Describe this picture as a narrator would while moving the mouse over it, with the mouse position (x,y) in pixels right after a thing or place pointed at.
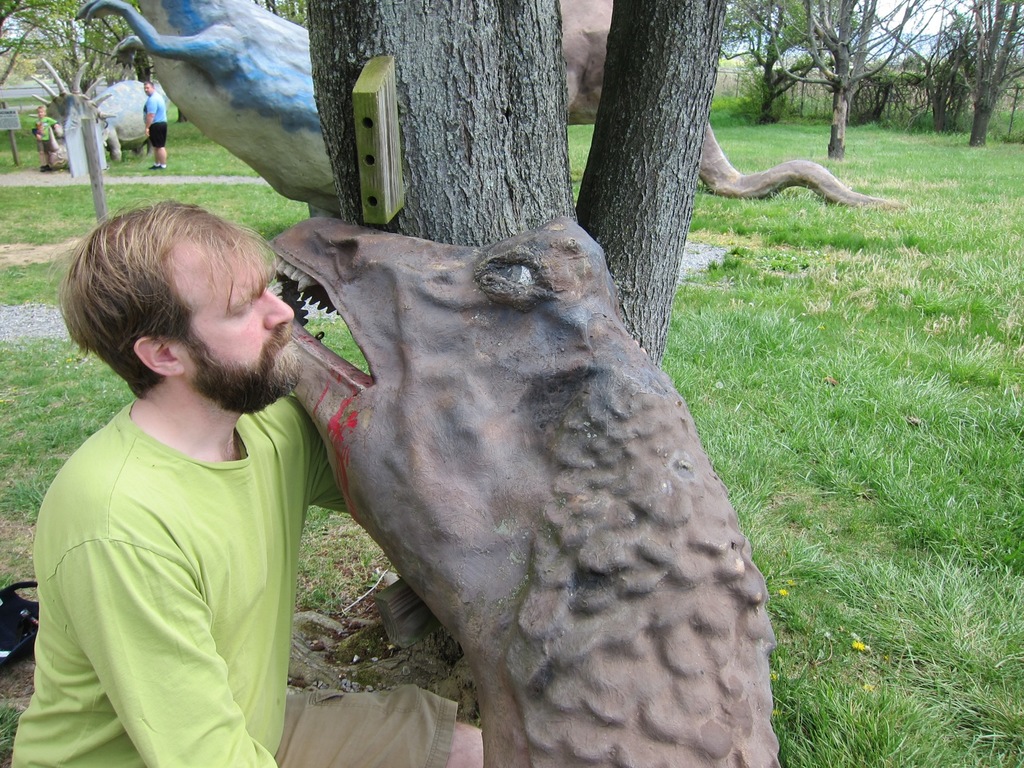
In this image, we can see a man (266,594) sitting beside the statue (496,460), there are some statues (584,308), we can see some people (165,111) standing, there is green grass (915,761) on the ground (19,144) and we can see some trees (413,44).
